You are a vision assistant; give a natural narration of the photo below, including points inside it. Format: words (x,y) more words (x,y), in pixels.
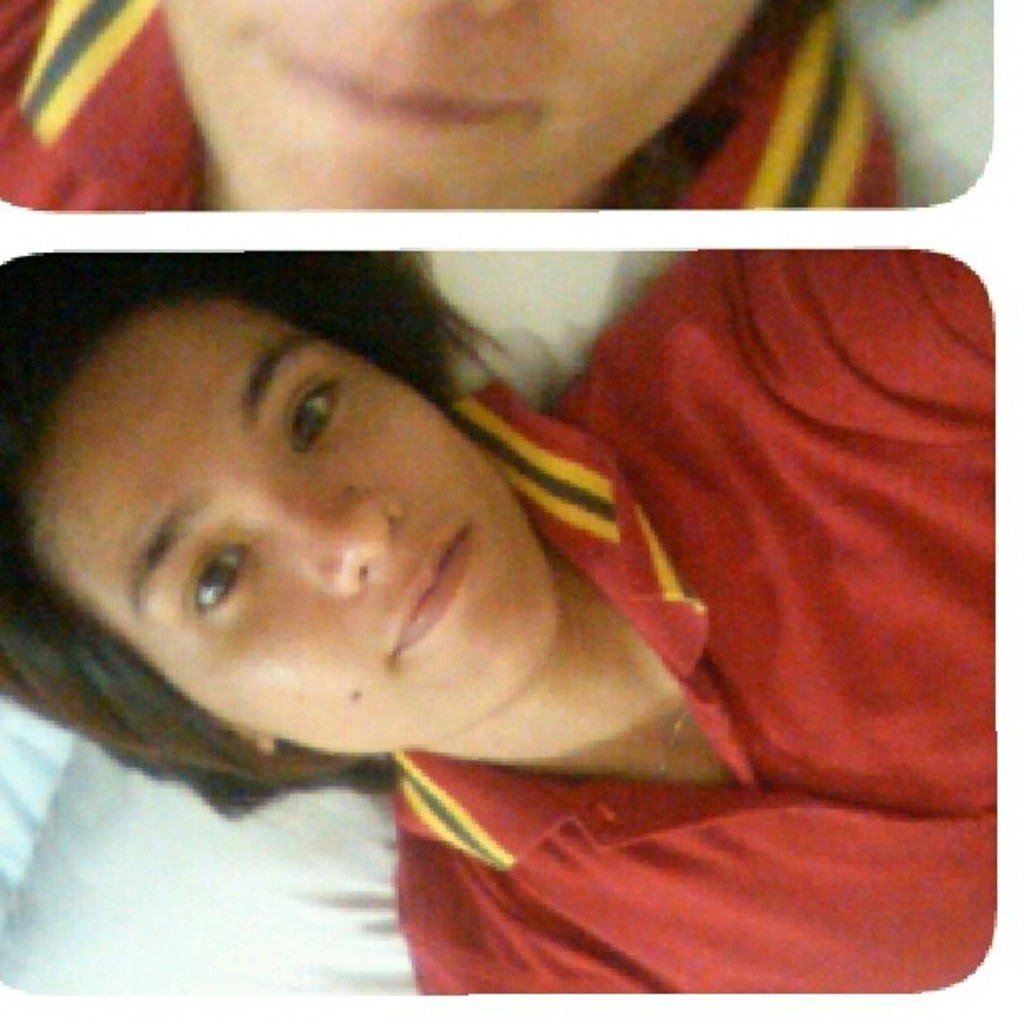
In this picture i can see collage of two pictures, i can see a woman (452,454) laying on the bed (245,873) and i can see her mouth (458,104) in another picture.
